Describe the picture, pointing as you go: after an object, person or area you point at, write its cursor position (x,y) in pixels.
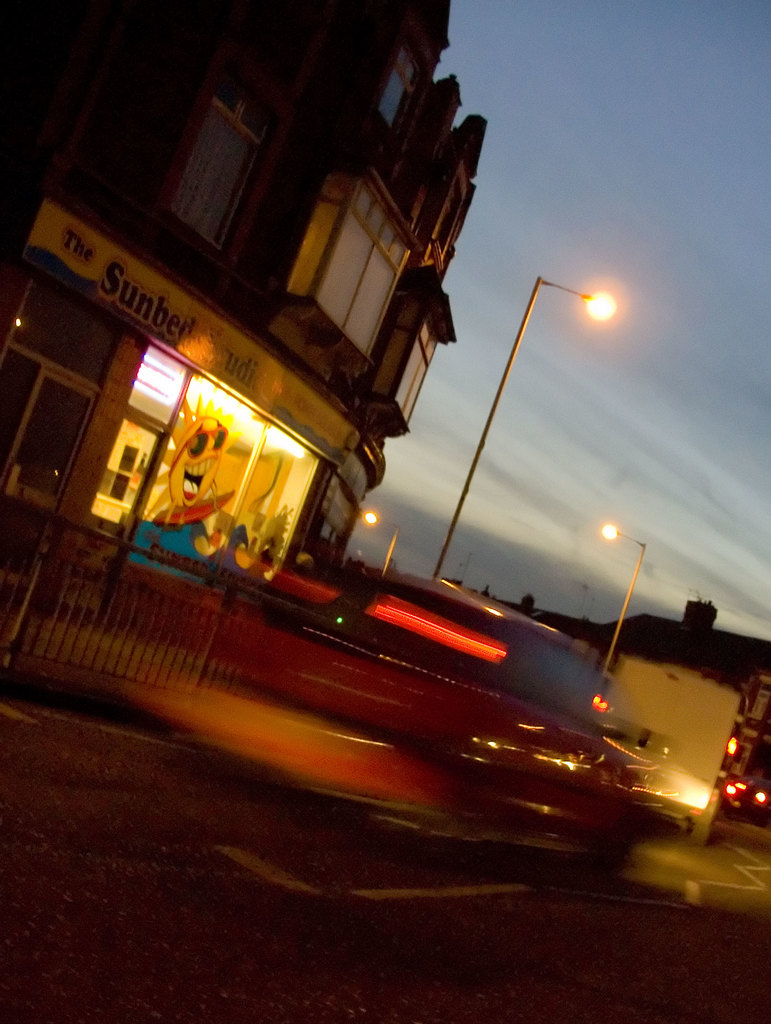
This picture shows building (244,514) and we see few pole lights (632,588) and few vehicles (530,665) moving on the road (531,896) and we see a cloudy sky (616,466).
